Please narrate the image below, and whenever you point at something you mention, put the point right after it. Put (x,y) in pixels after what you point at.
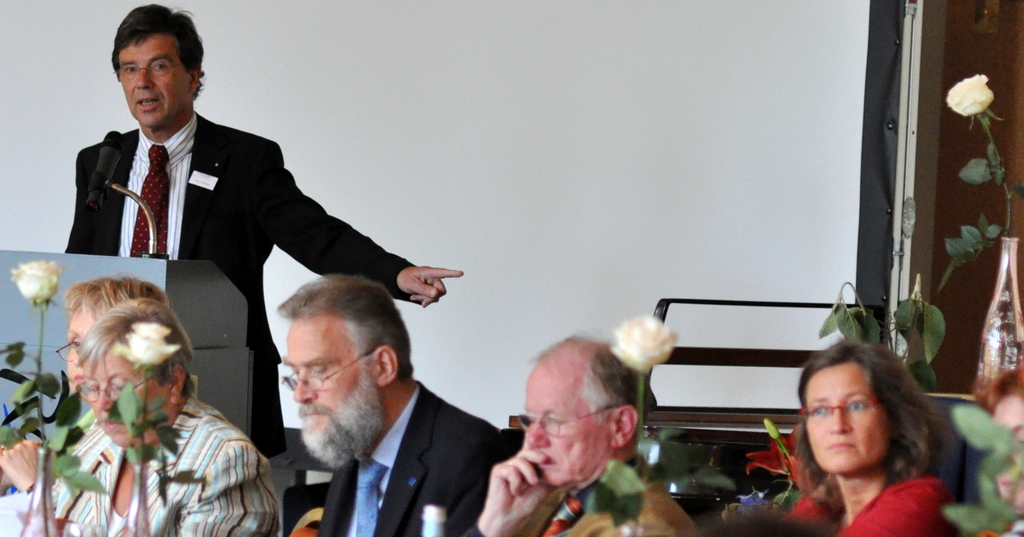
In this image, we can see some people (253,496) sitting and they are wearing specs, at the left side (233,163) there is a man (241,146) standing and he is speaking in a microphone (104,180), in the background (266,299) we can see a white color wall (520,65).
